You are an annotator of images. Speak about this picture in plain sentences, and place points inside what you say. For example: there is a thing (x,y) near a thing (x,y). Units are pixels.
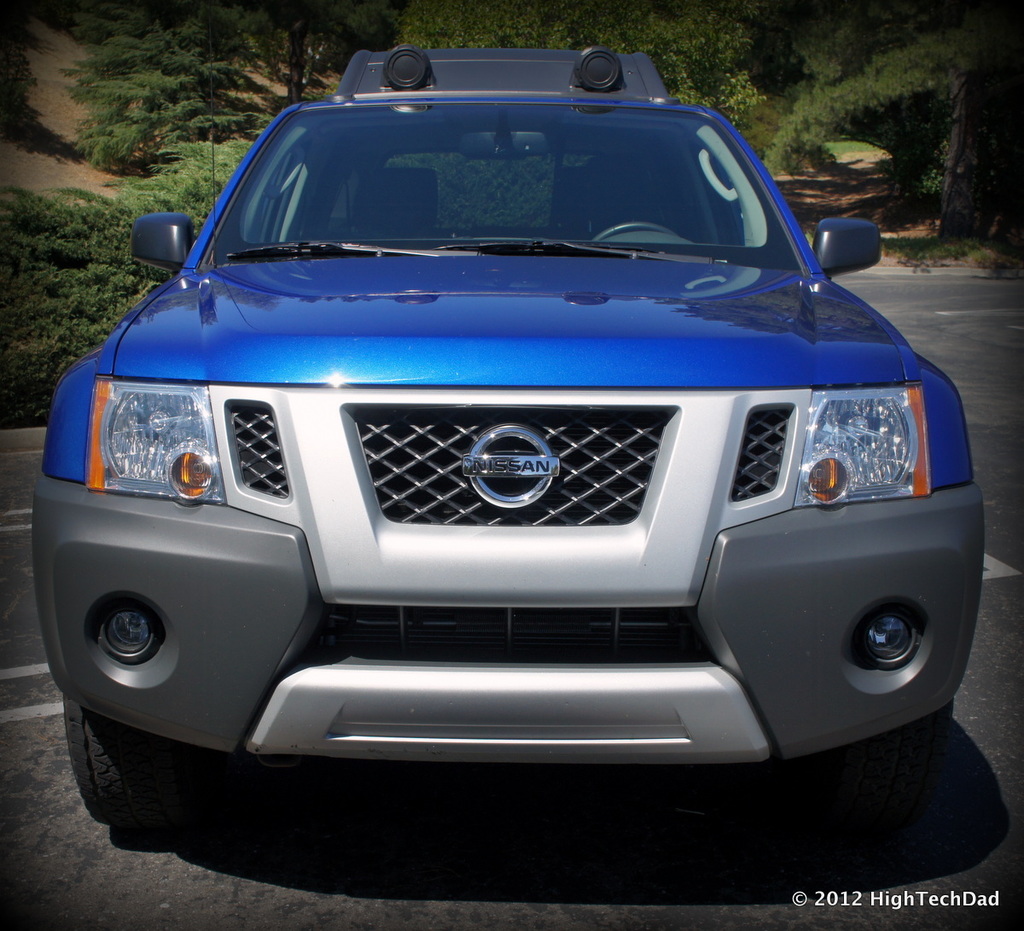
In this picture, we see a blue color car (603,348) is on the road (462,853). In the background (108,34), there are trees (828,136). At the bottom of the picture (680,850), we see the road (572,872).
